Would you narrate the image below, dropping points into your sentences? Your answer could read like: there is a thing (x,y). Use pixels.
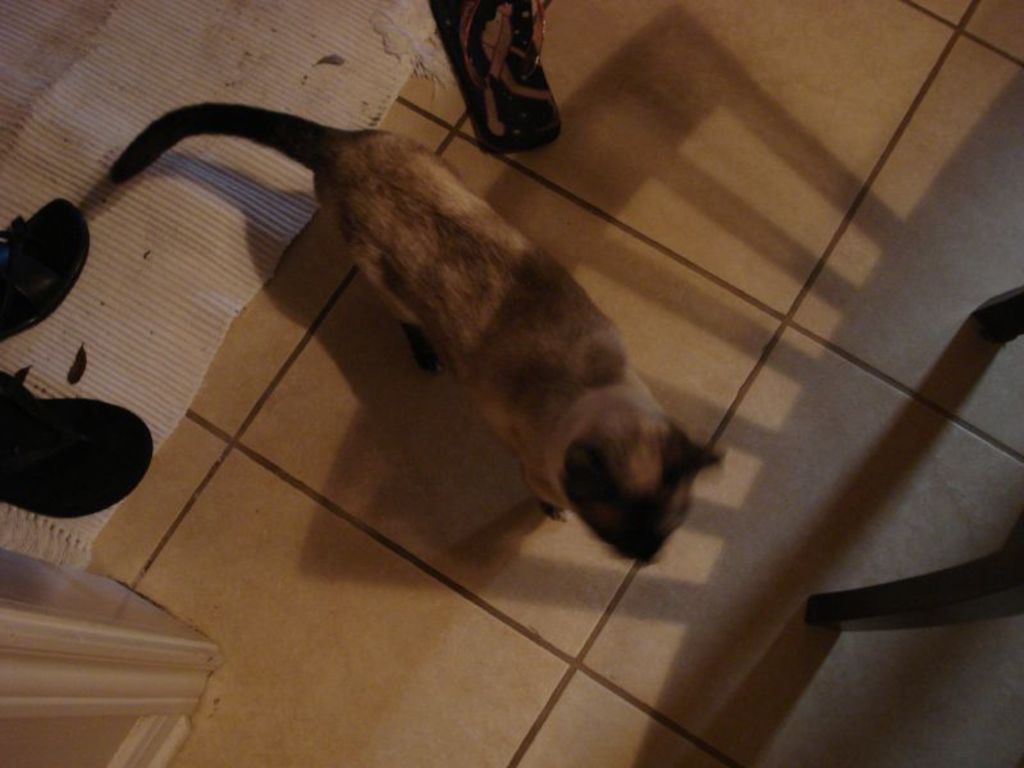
In this image we can see an animal (597,414), cloth (97,306), and footwear (543,15) on the floor (780,419).
